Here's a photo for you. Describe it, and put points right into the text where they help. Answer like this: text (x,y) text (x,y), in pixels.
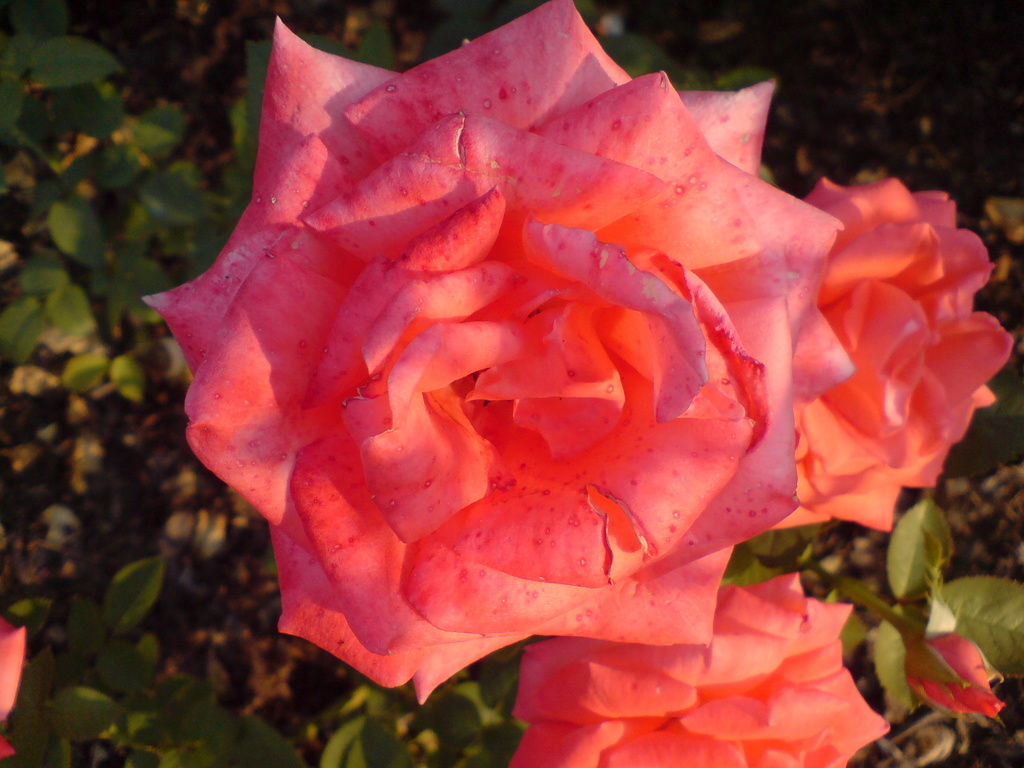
In this picture, we can see some flowers (576,368), plants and the background (64,386).
